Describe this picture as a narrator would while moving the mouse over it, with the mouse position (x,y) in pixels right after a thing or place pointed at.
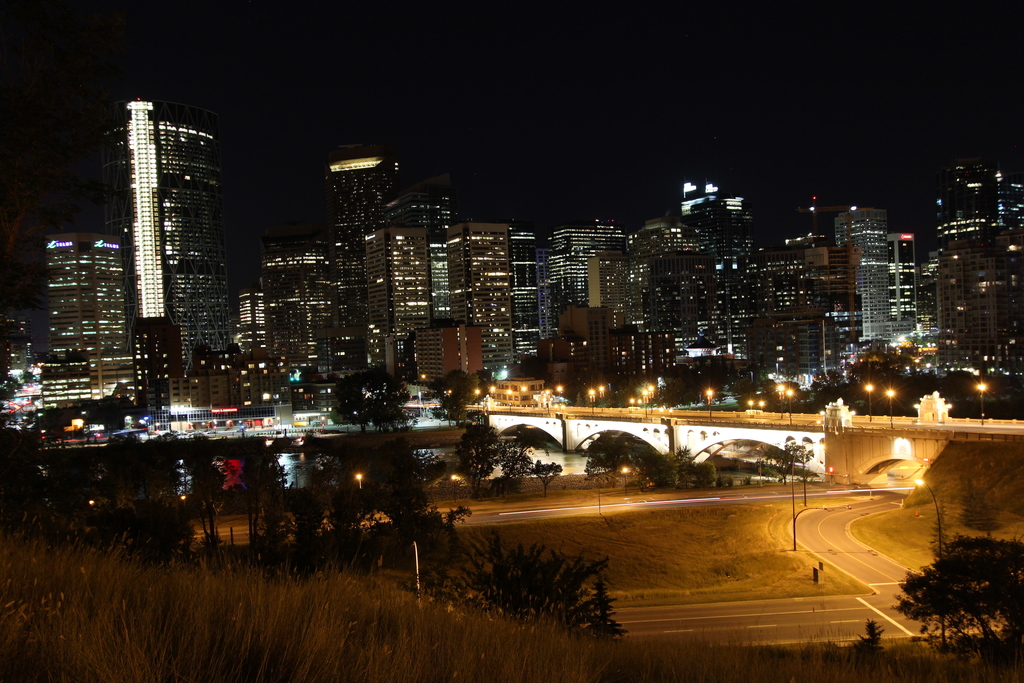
As we can see in the image there are trees (985,516), water (574,457), bridge (730,427), lights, buildings (696,235) and the image is little dark.
